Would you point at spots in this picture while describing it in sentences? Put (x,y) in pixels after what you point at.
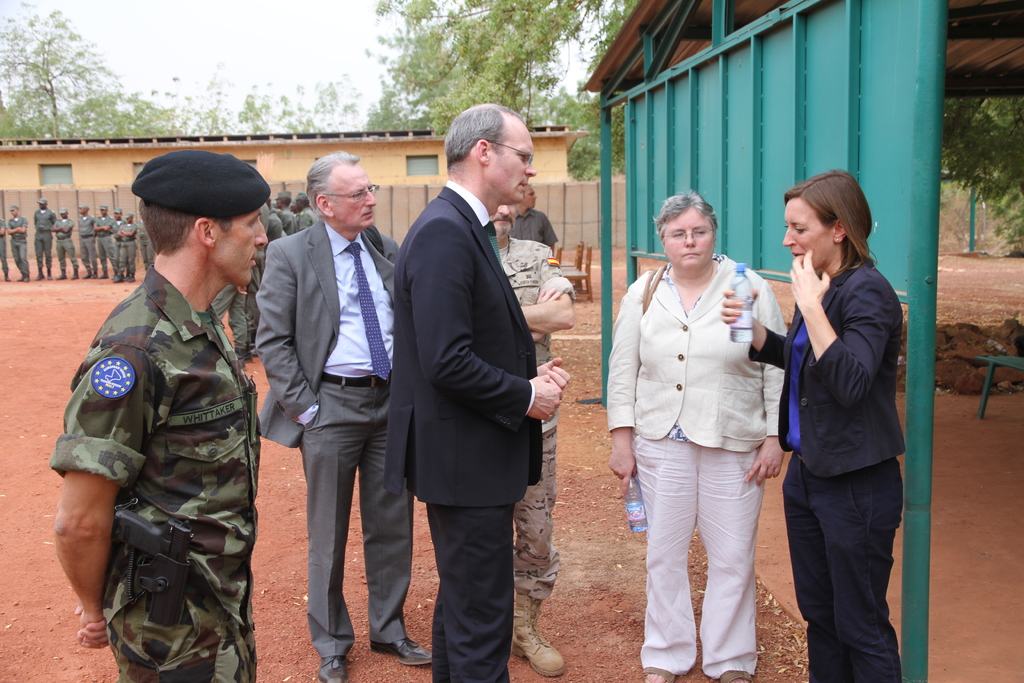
There are group of people (509,482) standing. These women (630,476) are holding the water bottles (734,330) in their hands (757,341). I think this is a building (301,153) with the windows (428,166). These are the chairs (579,245). In the background (103,227), I can see another group of people (134,245) standing. These are the trees (473,57). This looks like a shelter (870,65).
